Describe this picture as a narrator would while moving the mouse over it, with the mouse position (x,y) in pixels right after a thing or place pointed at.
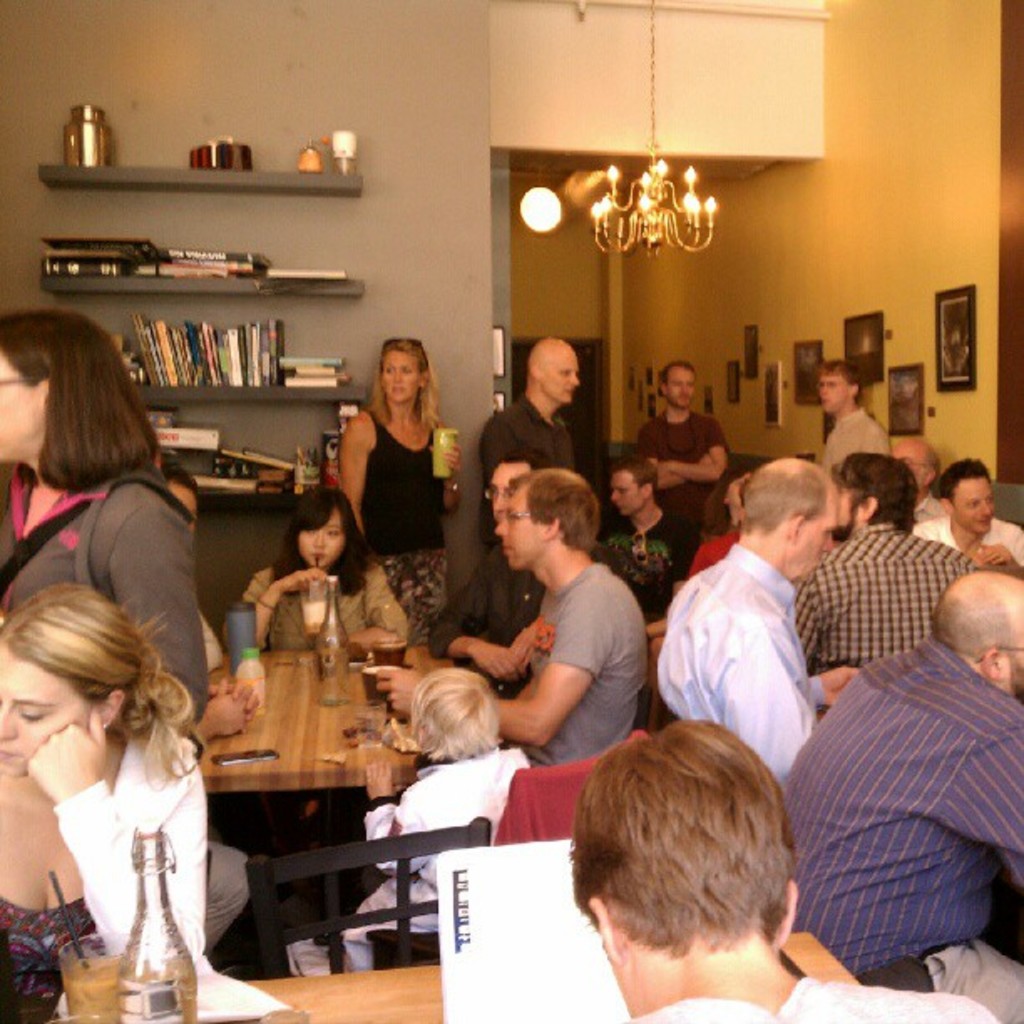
people (457,757) are seated on the chairs (456,840) across the tables (298,1003). behind them there are shelves (265,398) on which there are books (211,350). on the right (845,201) there is a yellow wall (842,275) on which there are photo frames (737,372). on the top (640,240) there is a chandelier (633,214).
